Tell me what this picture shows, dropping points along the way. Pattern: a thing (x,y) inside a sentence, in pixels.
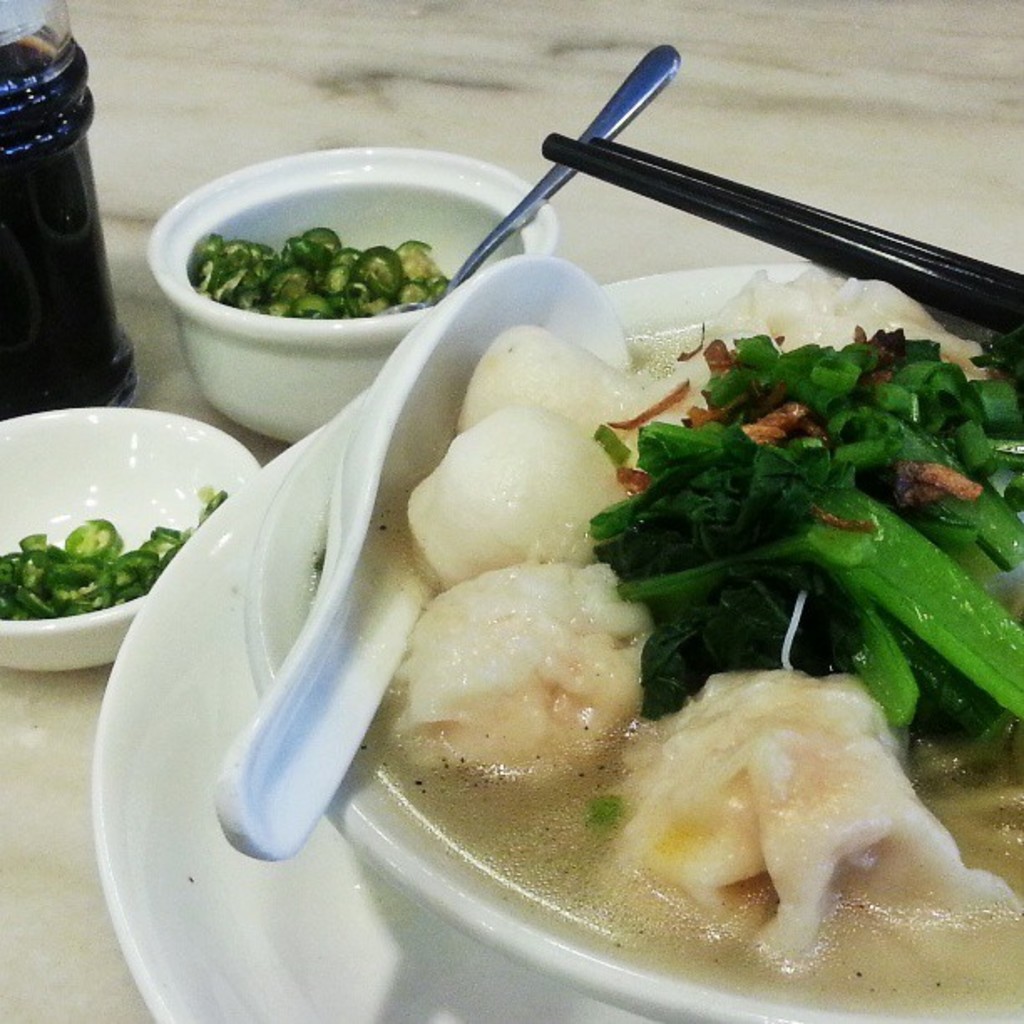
This image consists of a food (971,813) kept in a bowl (650,980) along with spoon (339,693). At the bottom (196,958), there is a plate (130,951). On the left (11,237), there are two bowls (251,236) and a jar (68,383) kept on the table (359,133).
